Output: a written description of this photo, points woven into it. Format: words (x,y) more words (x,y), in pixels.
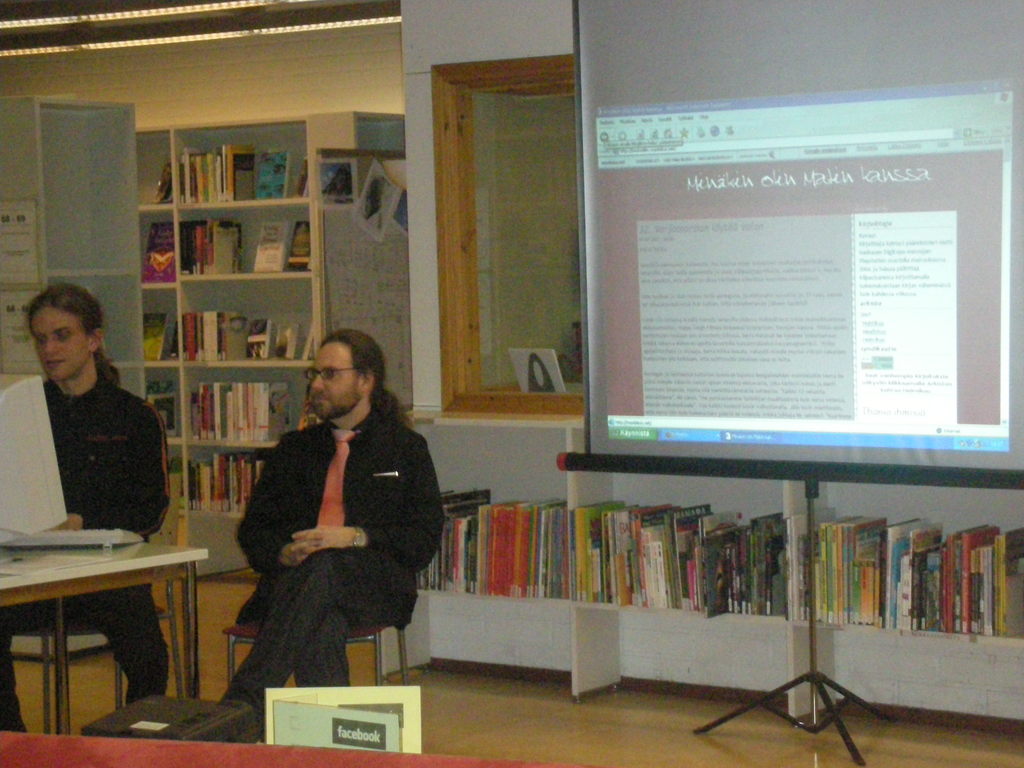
In this picture there are two man (261,575) sitting on a chair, they have a monitor (25,512) in front of them and in the backdrop (218,193) there books (275,182) arranged in the shelf (269,205) and there is a projector screen (755,290).
